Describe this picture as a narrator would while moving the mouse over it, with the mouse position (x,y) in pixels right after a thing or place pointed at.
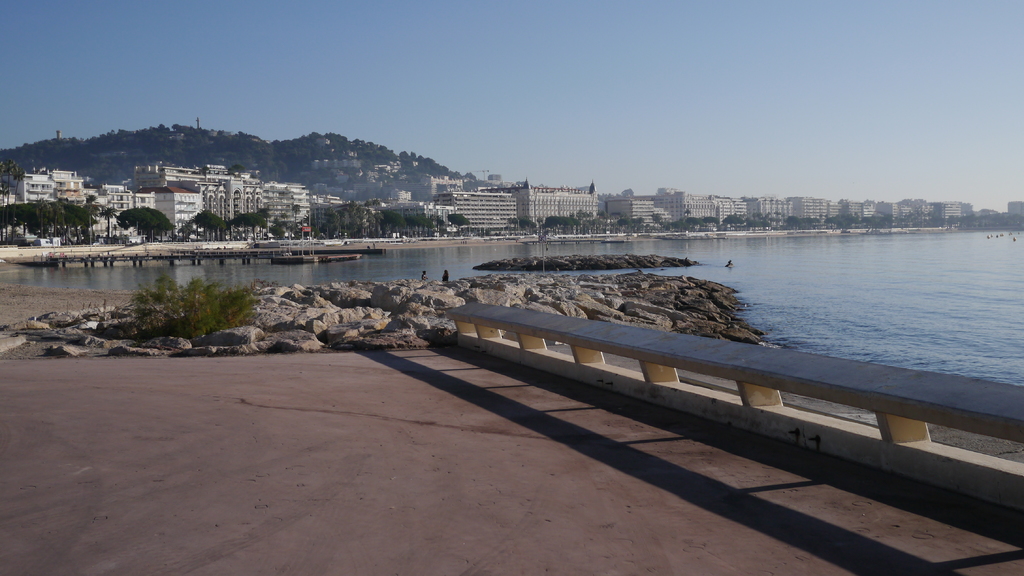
In this image there are buildings (106,202) and trees (161,223). We can see water (785,331). On the right (754,395) there is a fence (784,386). In the background (192,160) there is a hill (296,148) and sky (375,111).
